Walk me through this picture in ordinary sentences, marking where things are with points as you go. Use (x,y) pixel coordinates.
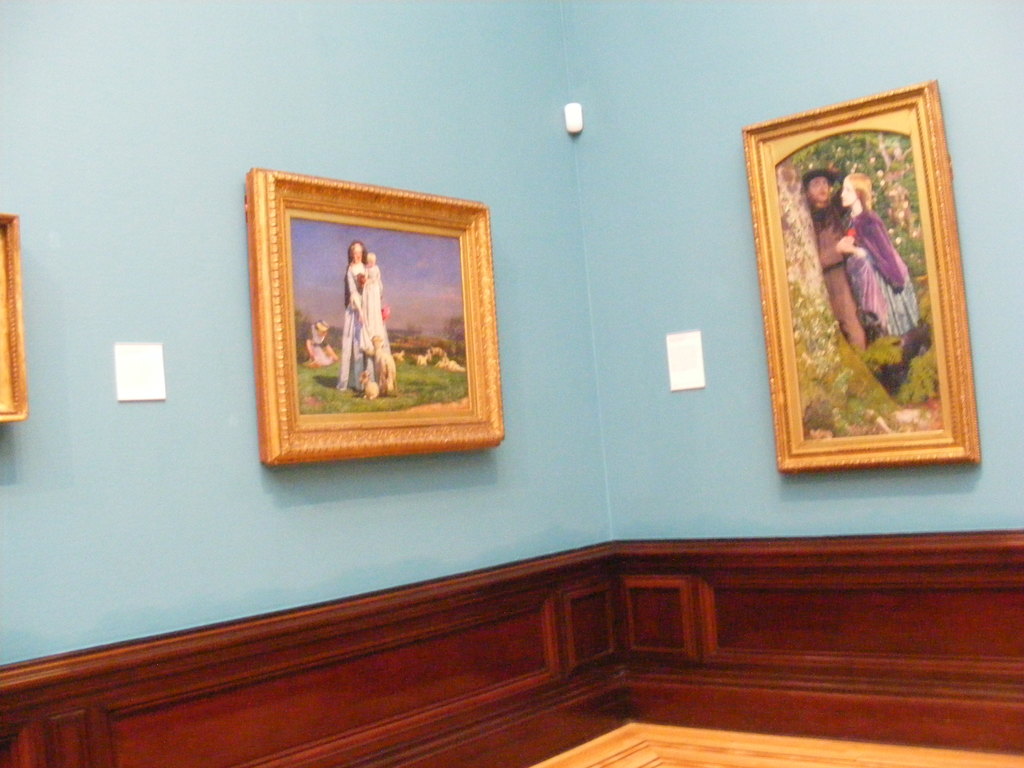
This picture describes about inside view of a room (646,522), in this we can find few frames (443,360) on the wall (164,200).
